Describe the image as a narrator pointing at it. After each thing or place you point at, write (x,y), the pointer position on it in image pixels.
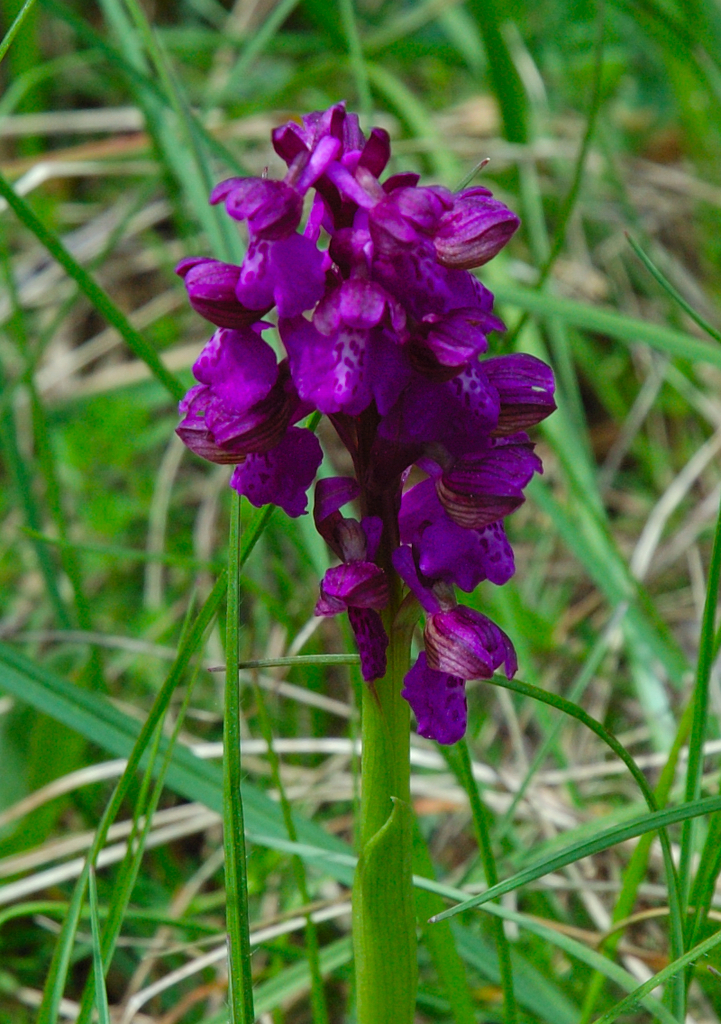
This image is taken outdoors. In the background (334,832) there's grass (153,812) on the ground (532,805). In the middle of the image (459,483) there is a plant (380,730) with beautiful purple flowers (339,382) on it.
